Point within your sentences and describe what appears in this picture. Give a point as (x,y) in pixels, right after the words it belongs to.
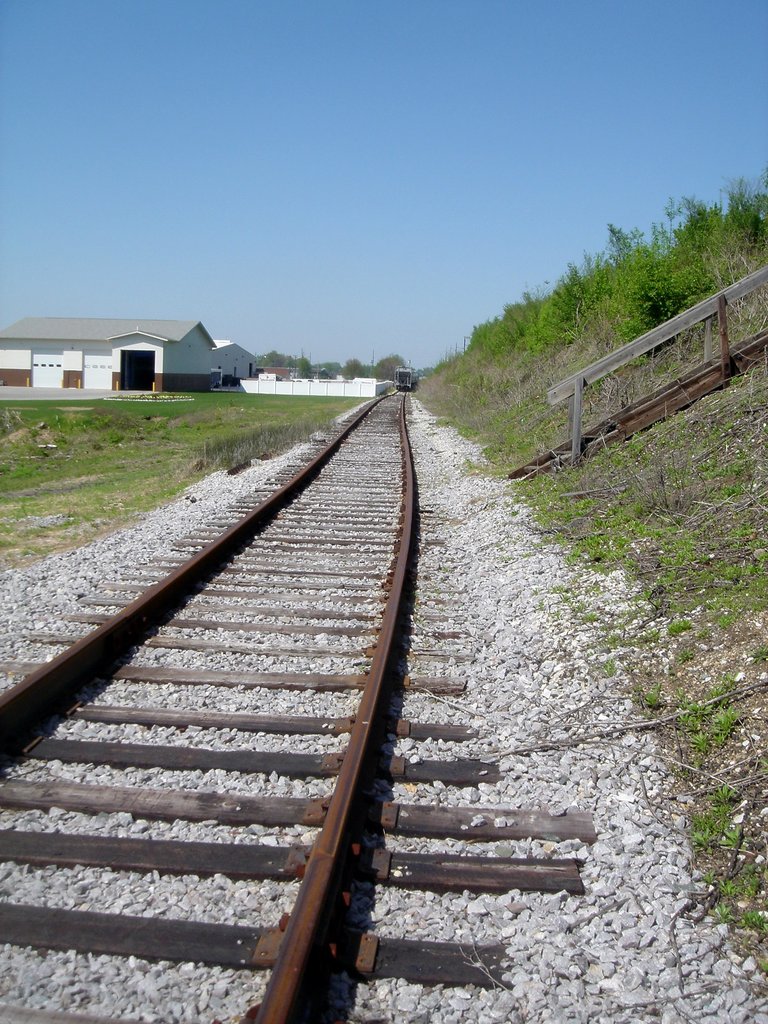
In this image in the front (213,753) there is a railway track (260,673). On the right side (587,419) there is grass (644,485) on the ground (651,458) and there is a wooden object (618,359) and there are plants (588,322). On the left side (149,435) there are houses (161,360), trees (277,363) and there's grass (83,441) on the ground (142,445) and in the front (475,695) there are stones (517,688) on the ground (404,694).
